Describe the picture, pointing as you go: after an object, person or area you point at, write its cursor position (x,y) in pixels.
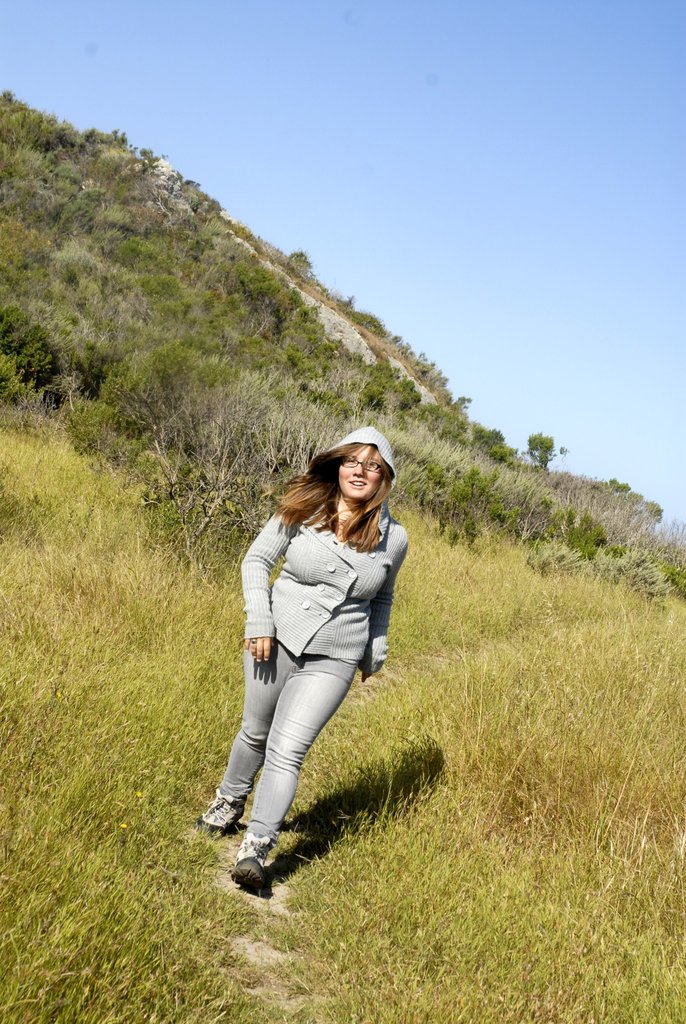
In this image we can see a lady (253,701) walking. At the bottom of the image (334,918) there is grass (137,955). In the background of the image (277,464) there is mountain (233,388), trees (264,276) and sky (486,245).
